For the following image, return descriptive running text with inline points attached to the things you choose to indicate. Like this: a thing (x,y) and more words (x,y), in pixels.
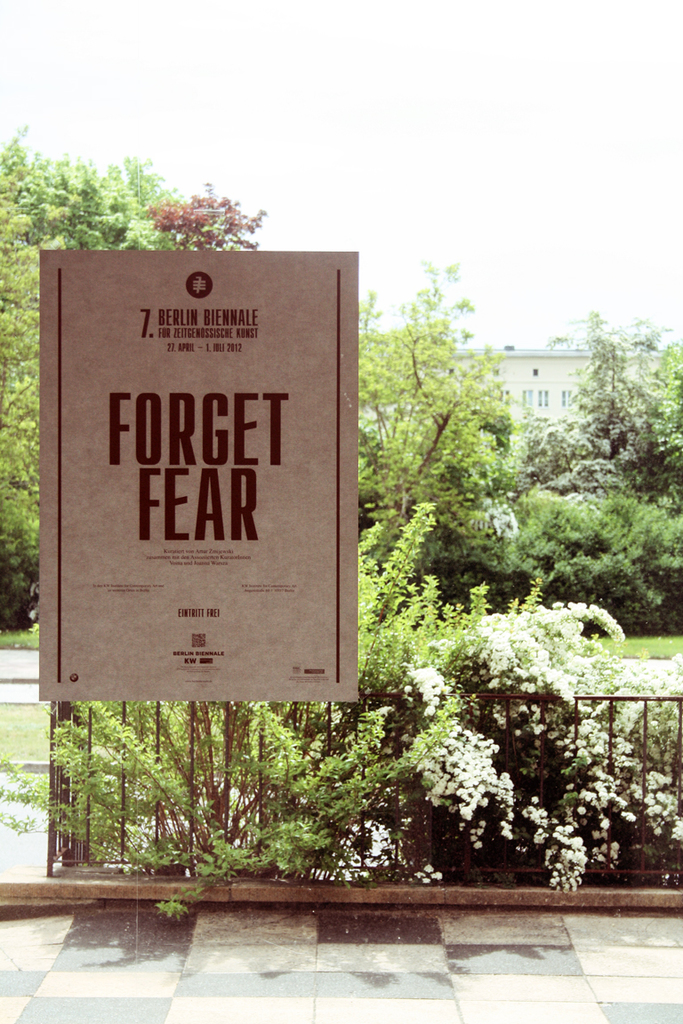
In this image we can see a board (150,467) with some text (166,512) on it, some plants (603,691), grass (25,716), a group of trees (558,568), a fence (63,710), a building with windows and the sky (478,175).
